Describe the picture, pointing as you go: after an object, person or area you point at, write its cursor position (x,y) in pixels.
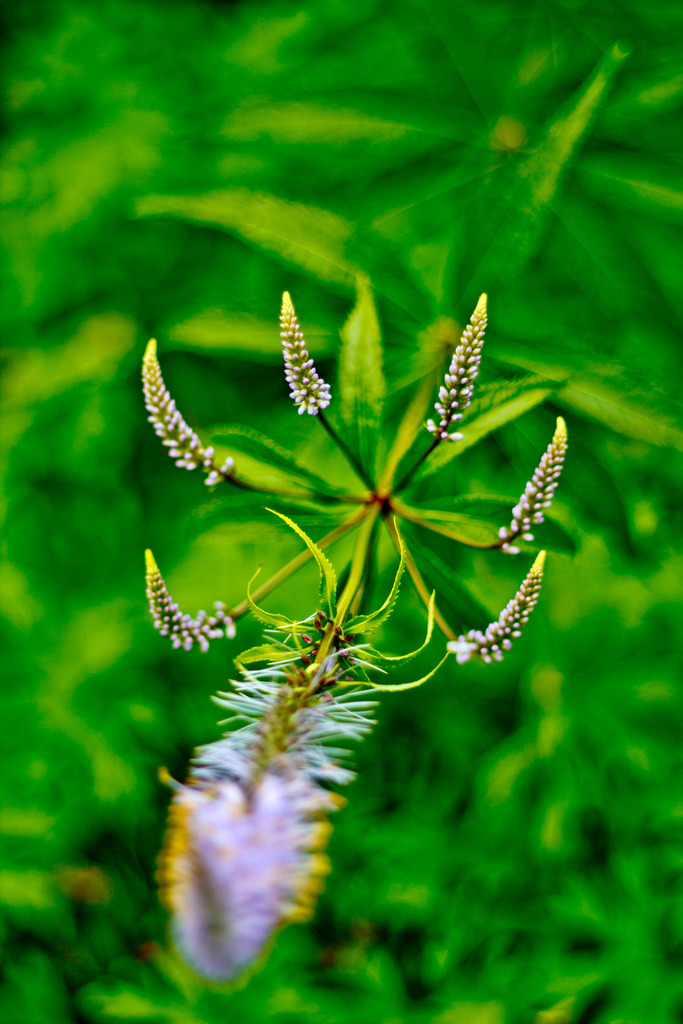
As we can see in the image there are plants (347,230) and flowers (320,382).
